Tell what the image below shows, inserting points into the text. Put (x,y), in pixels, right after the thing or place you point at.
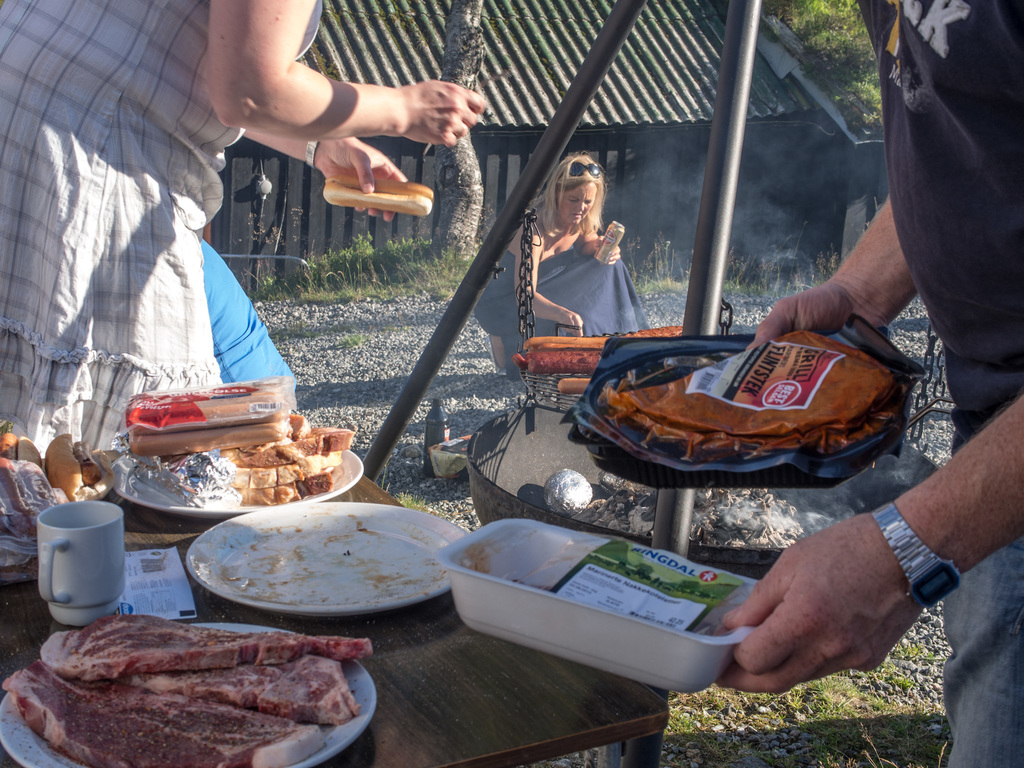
In this image we can see there are persons (517,291) standing on the ground (348,375). There is a table (17,606), on the table (154,519) there is a plate (209,542) and some food items (327,440) on it. And there is a another person (881,586) holding a box (581,561) with some food item (622,591). On the side there are steel rods (745,95). And at the back (487,80) there is a room (328,30) with shed (551,103). And there are trees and grass (854,722).
